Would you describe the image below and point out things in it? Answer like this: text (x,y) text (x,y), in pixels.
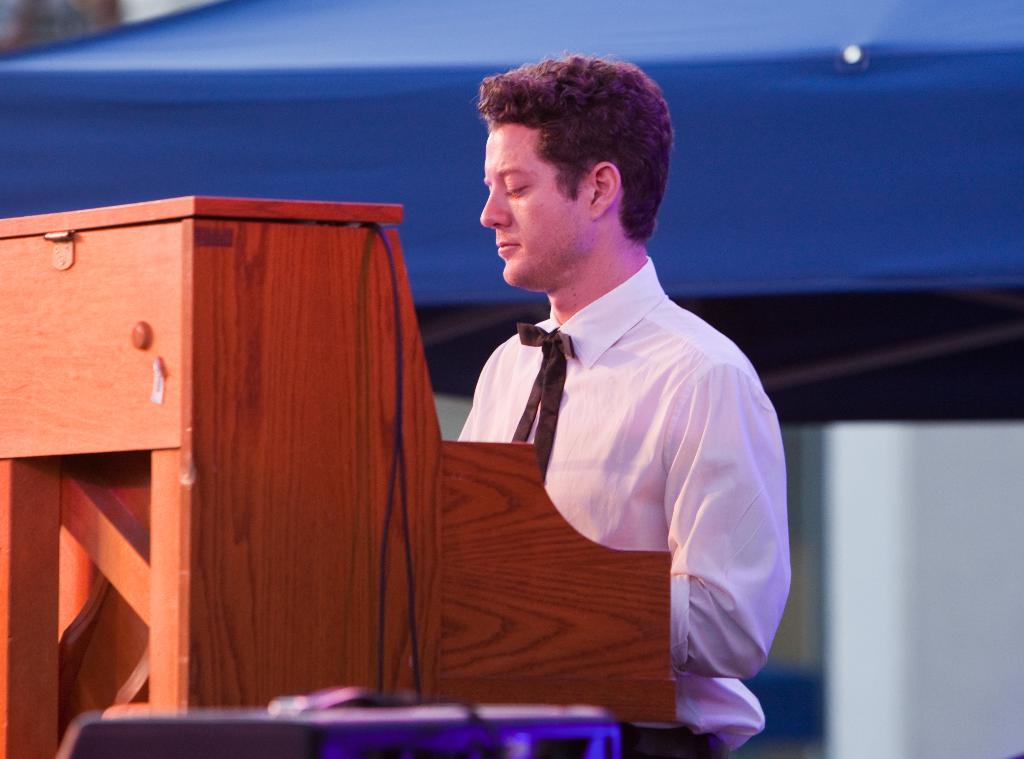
Here there is a man (681,527) wearing white color shirt (660,480), this is wooden structure (403,520).
